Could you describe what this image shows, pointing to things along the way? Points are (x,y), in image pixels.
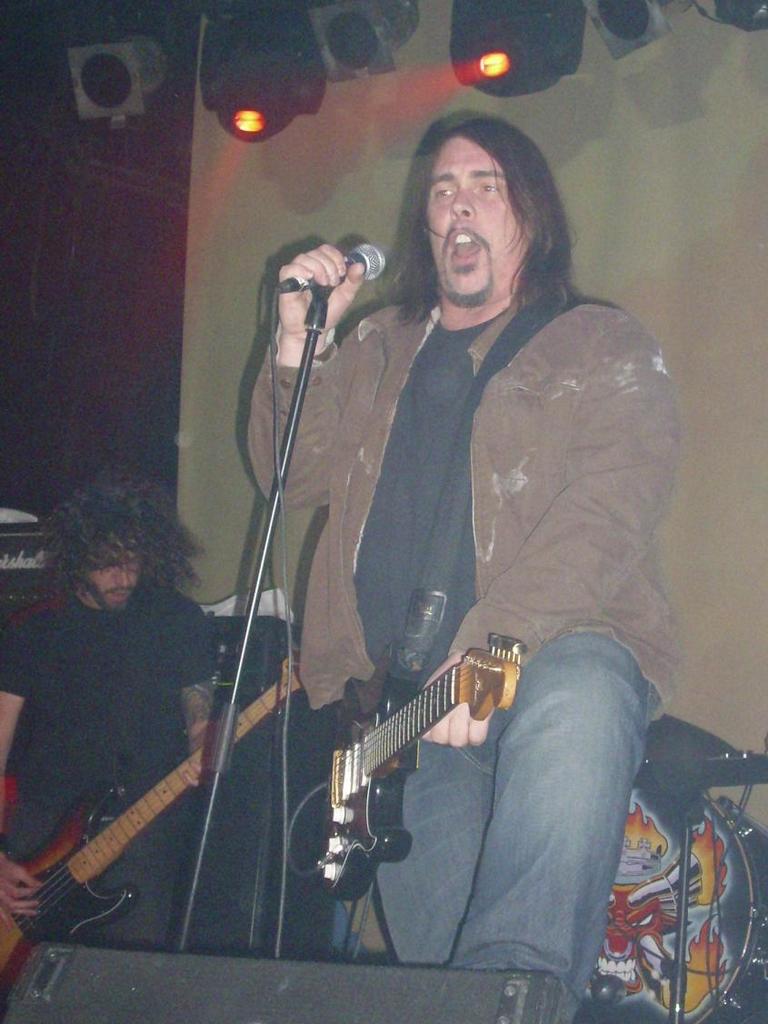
In this picture we can see a man (484,206) who is singing on the mike (371,258). He is holding a guitar (470,679) with his hand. On the background (625,181) there is a wall (644,103) and these are the lights (256,46). Here we can see a man (173,743) who is playing guitar (152,823). And these are the musical instruments (668,763).
